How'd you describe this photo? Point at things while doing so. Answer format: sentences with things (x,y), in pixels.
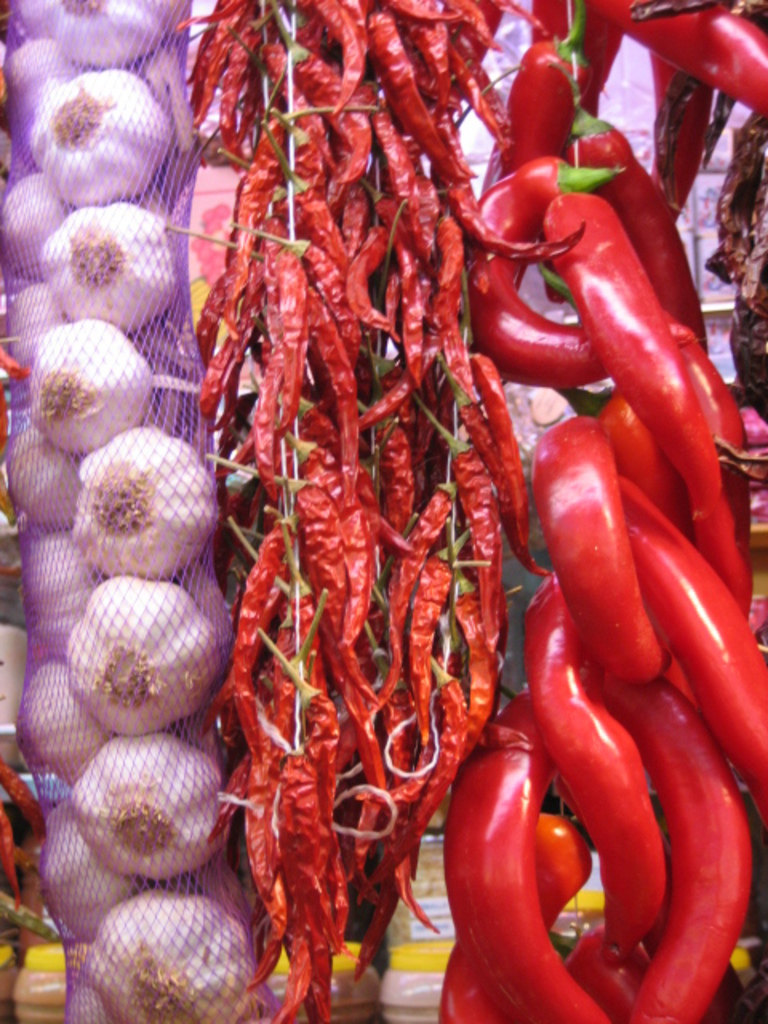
In the center of the image (446,466) we can see red chilies (598,396) and one net (143,432). In the net (172,425), we can see some vegetables (114,288), which are in white color. In the background (26,989) we can see jars (57,962), boxes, food products (398,911) and a few other objects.
